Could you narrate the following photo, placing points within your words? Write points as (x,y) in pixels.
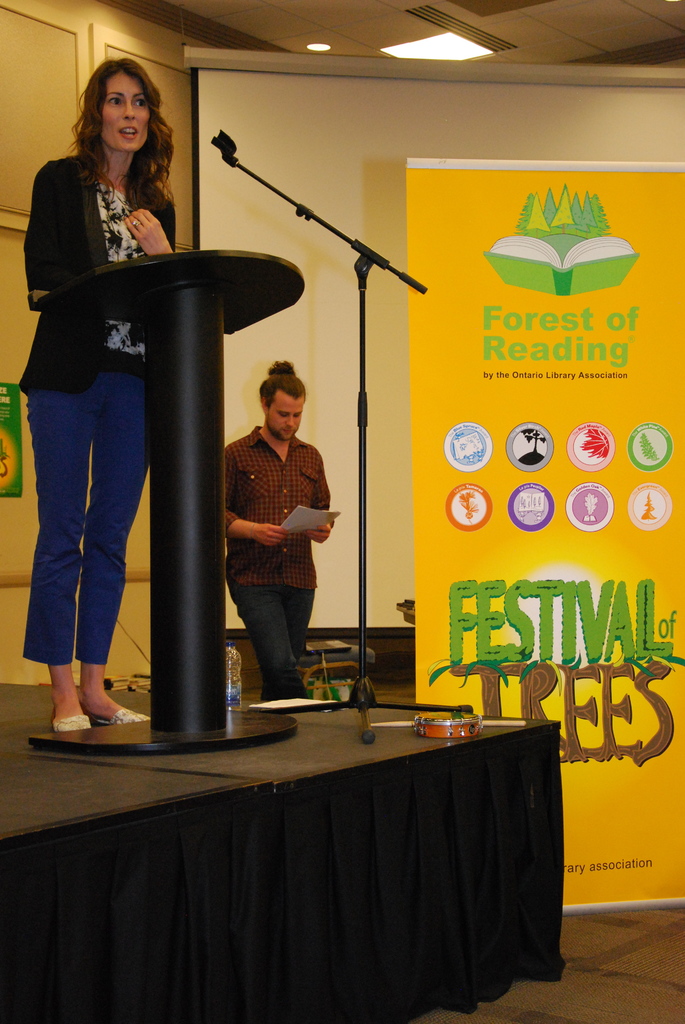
In this image we can see a woman (100,465) standing on the stage (421,747). We can also see a speaker stand (170,448), the musical instrument (425,720), a bottle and a stand (250,174) on the stage (393,766). We can also see a banner (615,645) with some text (570,728) on it, a person (300,598) standing holding some papers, a wall (26,470), a display screen (322,207) and a roof (447,4) with some ceiling lights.
